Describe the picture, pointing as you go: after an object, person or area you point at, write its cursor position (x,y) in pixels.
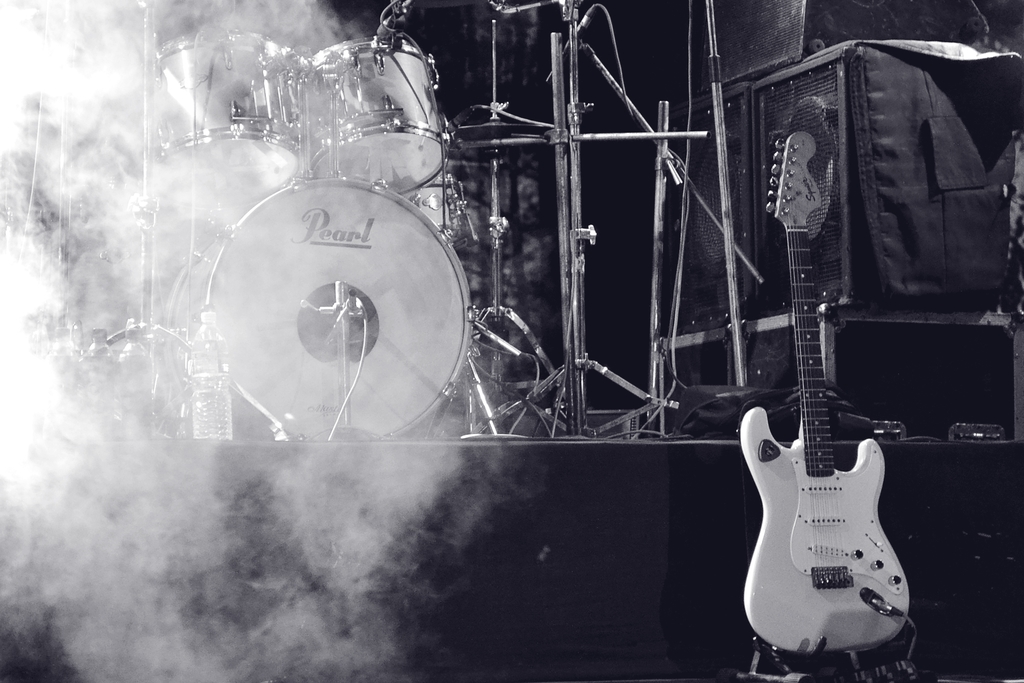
On the right side (839,492), there is a white color guitar (786,556) on the stand (768,657). In the background (417,206), there is a drum set (434,288) near stands (493,308), there is a speaker (889,203) and there is a bottle (209,402) on the stage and there is smoke (164,492).
